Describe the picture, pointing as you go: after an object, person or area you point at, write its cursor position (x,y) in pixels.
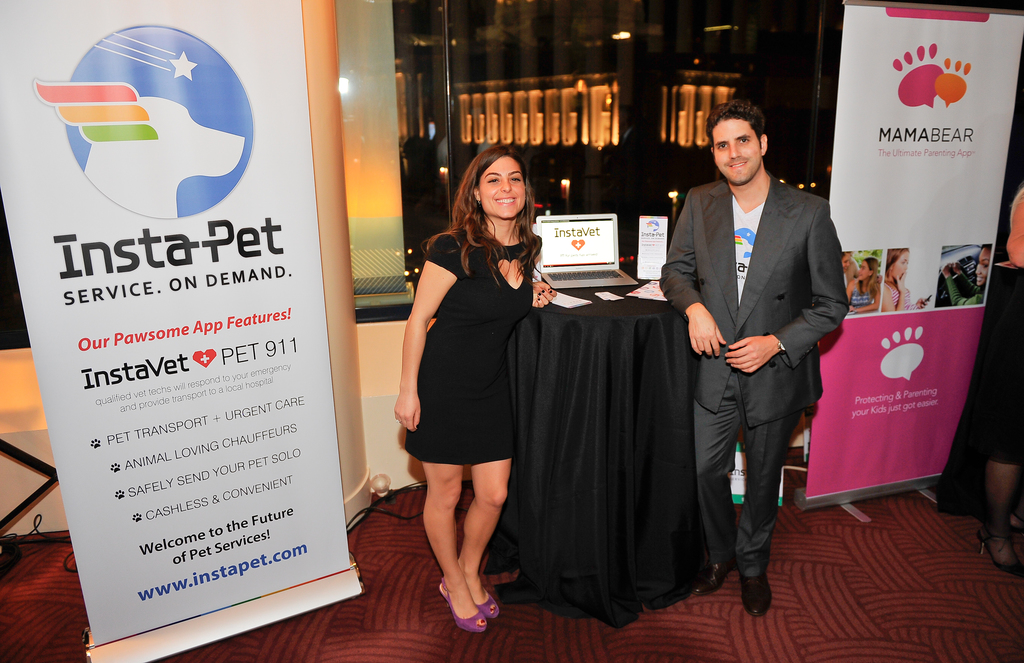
In this image we can see a man (669,258) and a woman (485,465) standing on the floor (424,579) and smiling. We can also see the banners (233,226) with the text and also images (894,262). Image also consists of a table (659,356) which is covered with the black color cloth (600,337) and on the table (648,281) we can see the laptop (587,240) and also papers (647,265). In the background (390,143) we can see the glass windows (763,65) and through the glass windows (613,30) we can see the building (548,108) with the lights (548,108). On the right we can see some person (993,426) standing.
